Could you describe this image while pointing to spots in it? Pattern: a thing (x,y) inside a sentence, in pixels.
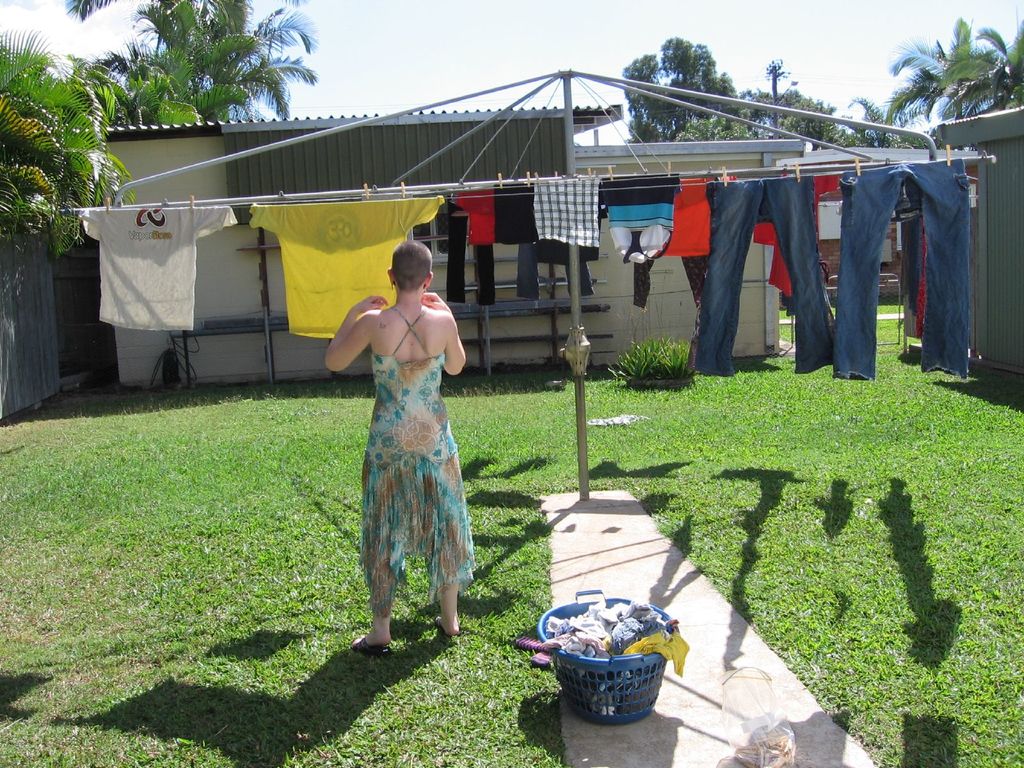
In this image we can see a person (426,505) standing. At the bottom (587,603) there is a basket (601,678) containing clothes (609,651) and there is grass (498,671). In the background (571,262) there are rods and we can see clothes (292,230) placed on the rods (182,206). There are sheds (345,184) and trees (65,132). At the top (446,13) there is sky (609,38).
